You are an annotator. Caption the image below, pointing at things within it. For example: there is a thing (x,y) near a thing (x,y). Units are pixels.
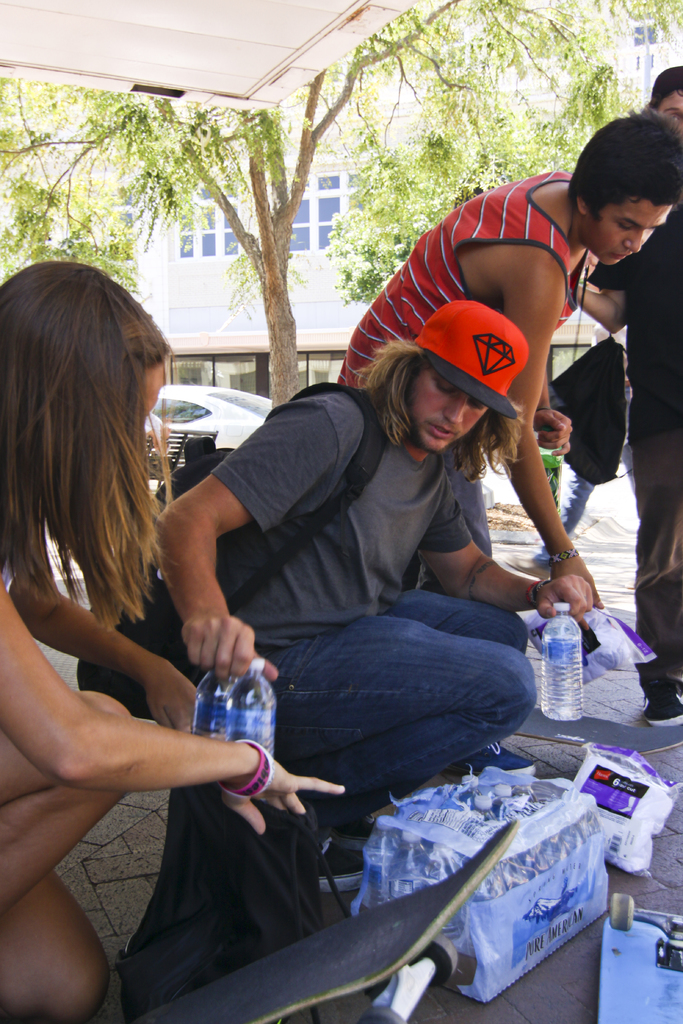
In this image we can see there are persons (552,288) holding a bottle (555,679) and a cover (590,641). And there is a bag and an object (392,913). At the back (218,420) there is a building (302,374), vehicle (218,410) and a tree (436,103).
